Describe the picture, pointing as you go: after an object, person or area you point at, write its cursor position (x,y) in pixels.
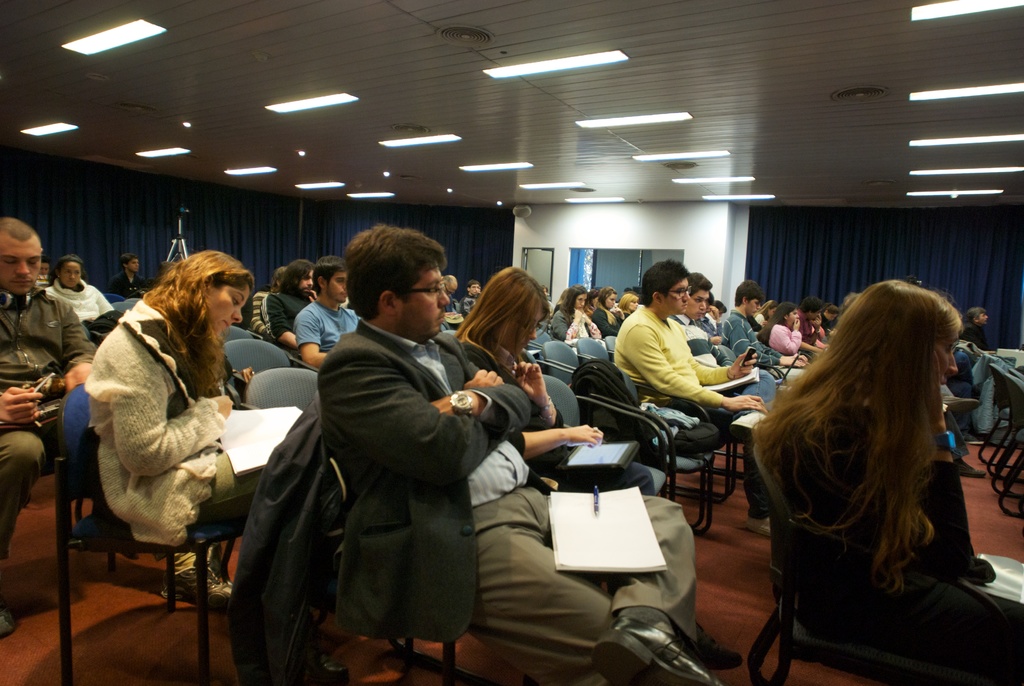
The picture is taken in a big hall (917,179) where number of people (511,384) are sitting on the chairs (634,393), in the middle of the picture (499,399) the person (509,508) is sitting and kept the book (590,549) on his lap (530,499), beside him a woman (520,378) is seeing a tab (605,461) and behind him a girl (148,389) is wearing a coat (186,428) and seeing a book (223,439) and behind the people (204,437) there is a blue curtain (358,216) and there is a wall (567,263) with a door (548,261) and there are lights (583,58) on the roof (614,44).
